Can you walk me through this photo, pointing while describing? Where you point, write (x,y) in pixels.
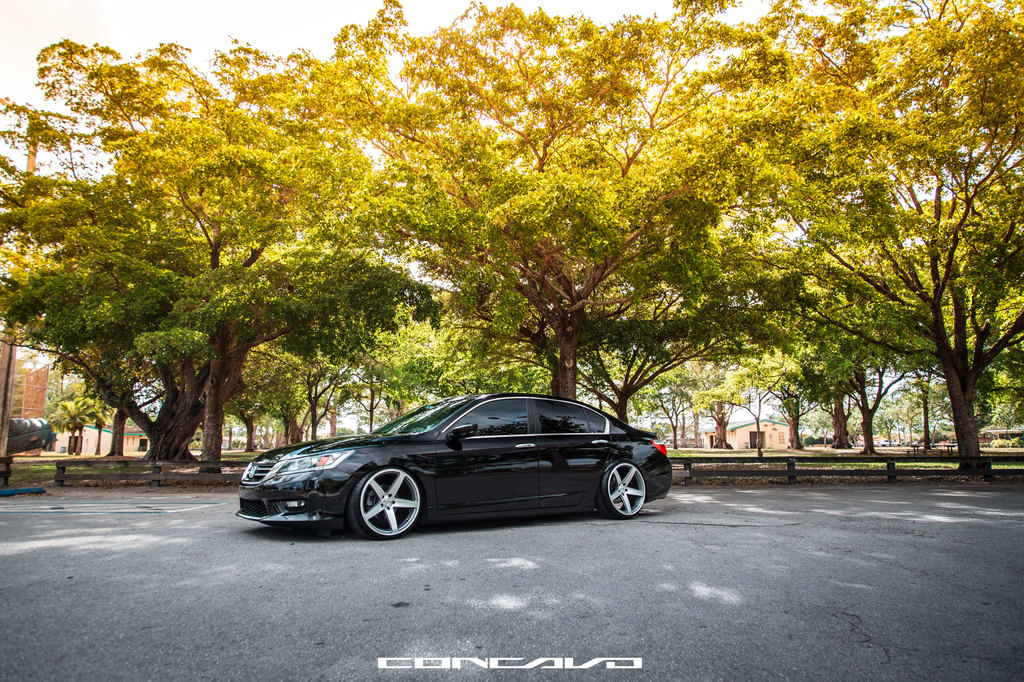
In this image, we can see a car (503,514) on the road (591,562) and there is some text (558,661). In the background (404,289), there are trees (174,336) and we can see some sheds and poles (4,364).
